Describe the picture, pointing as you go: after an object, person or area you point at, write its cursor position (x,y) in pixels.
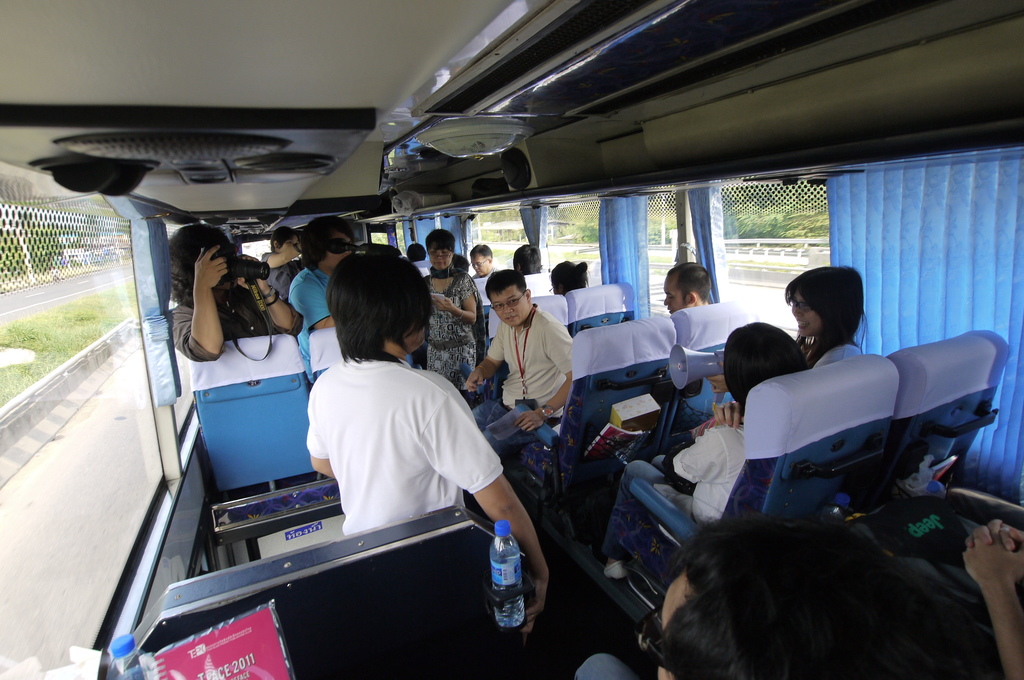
In this image we can see many people (726,369) travelling in the bus (594,369). There is a fence (74,237) at the left side of the image (50,272). There is a road safety barrier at the right side of the image (794,251). There are many trees (36,243) and plants (62,329) in the image. We can see few objects (511,574) in the bus (358,571). A person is holding a camera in the image. We can see few speakers (195,152) attached to the roof (258,209) of a vehicle (150,581).
